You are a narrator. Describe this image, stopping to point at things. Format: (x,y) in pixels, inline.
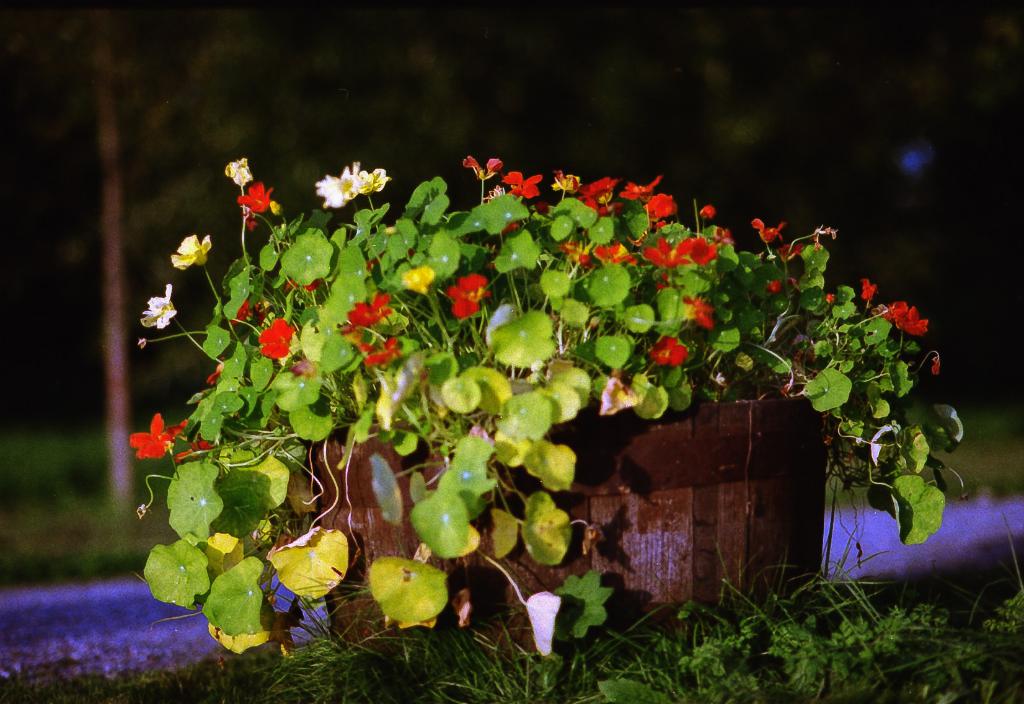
In this picture we can see some flowers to the potted plant (503,365), foreground (693,687) we can see the grass (751,668).
